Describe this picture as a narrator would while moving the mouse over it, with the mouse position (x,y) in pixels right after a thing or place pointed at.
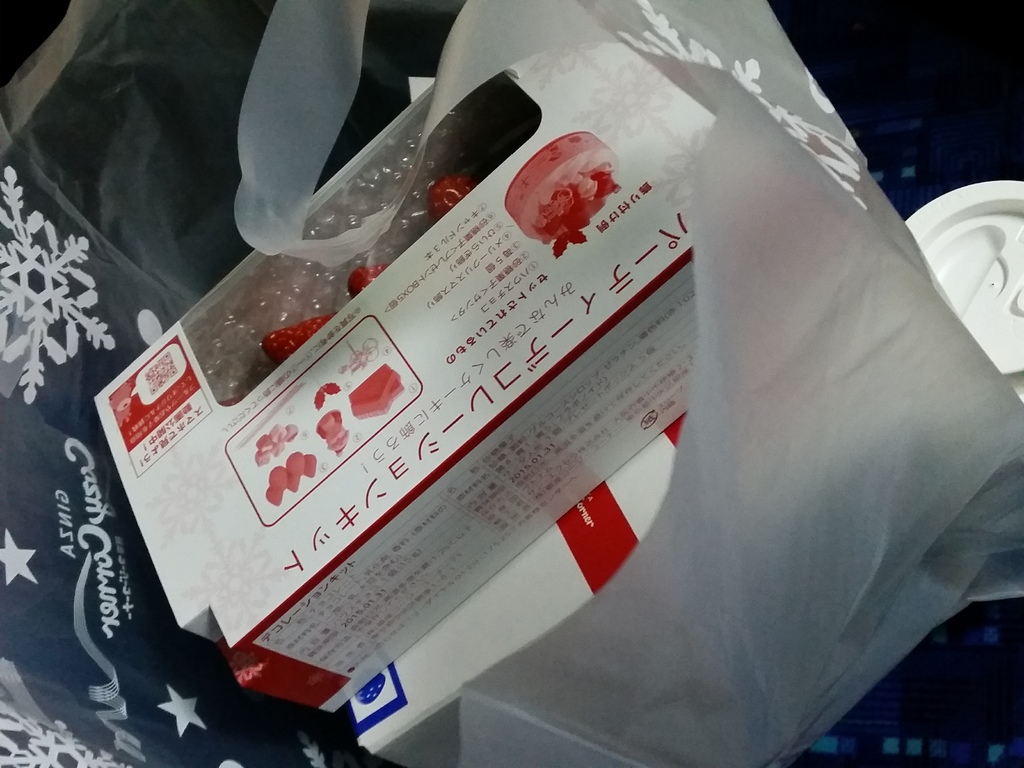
Here we can see boxes (581,452) in a plastic cover (176,746).
